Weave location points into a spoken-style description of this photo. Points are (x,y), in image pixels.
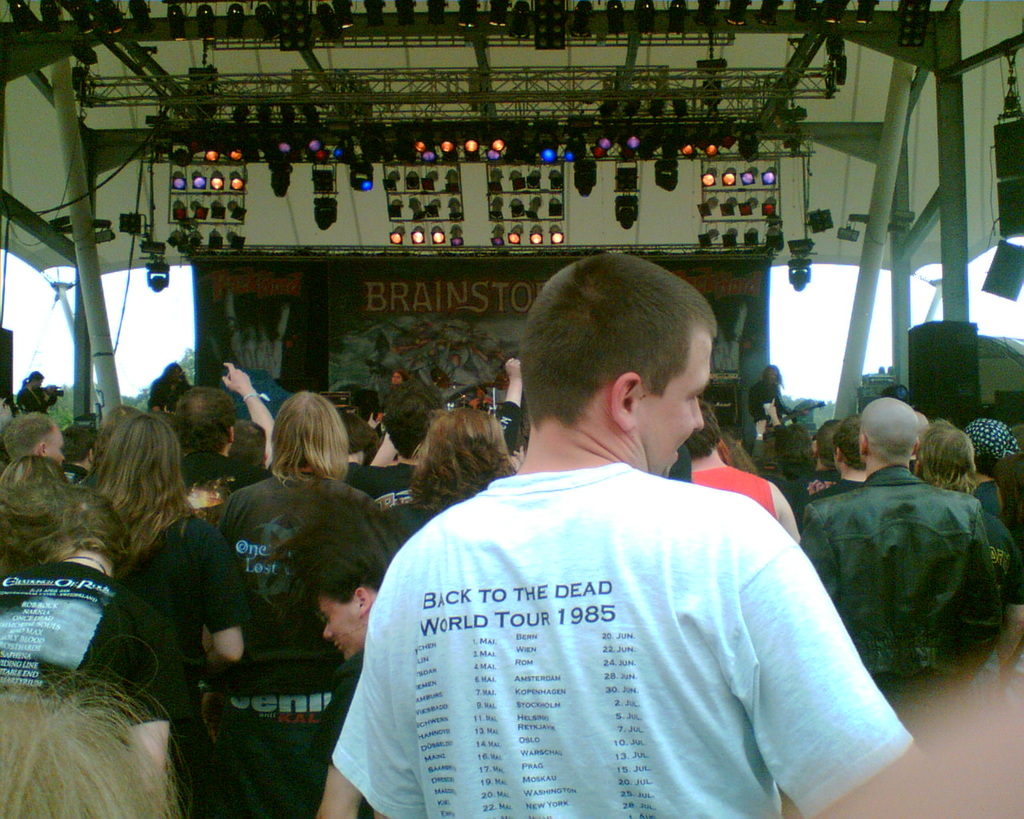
This picture describes about group of people (342,496), they are standing, in front of them we can see few people (765,384) are playing musical instruments (788,414) on the stage (741,398), and also we can find few speakers (958,364), lights (534,198), metal rods (325,45) and trees (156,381).
